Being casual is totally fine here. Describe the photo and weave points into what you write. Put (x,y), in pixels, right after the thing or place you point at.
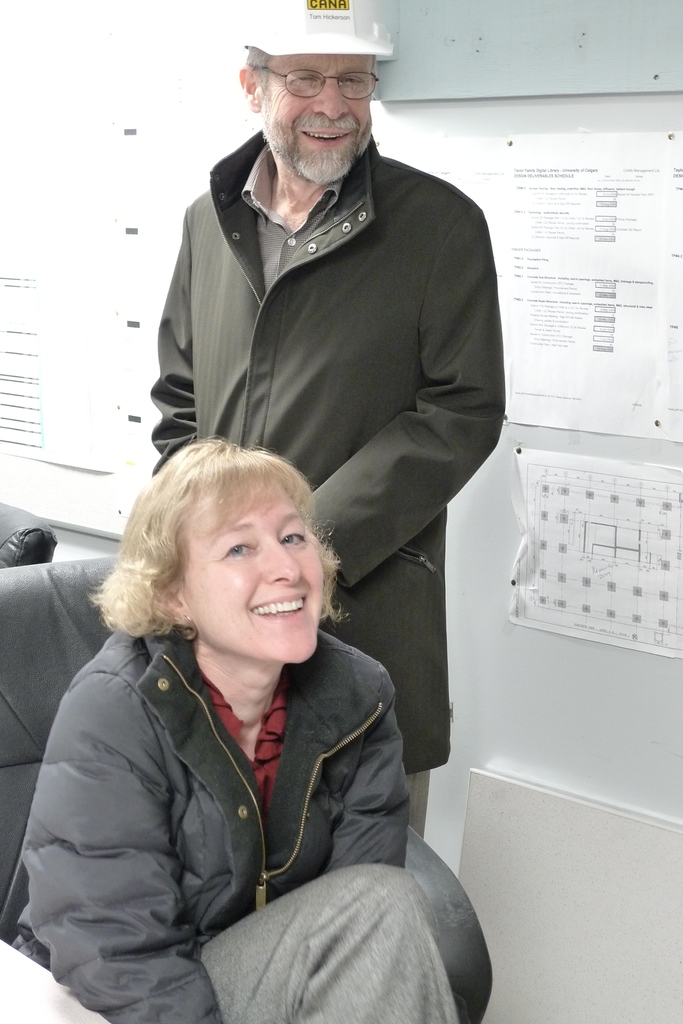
In the picture we can see a man (354,230) is standing and woman (223,843) is sitting on the chair (10,882) and they are smiling and they are wearing a jackets (429,746) and man (429,756) is also wearing a cap (323,35) which is white in color, in the background (578,666) we can see a wall (509,649) with some papers (627,476) on it with some information (623,636).
